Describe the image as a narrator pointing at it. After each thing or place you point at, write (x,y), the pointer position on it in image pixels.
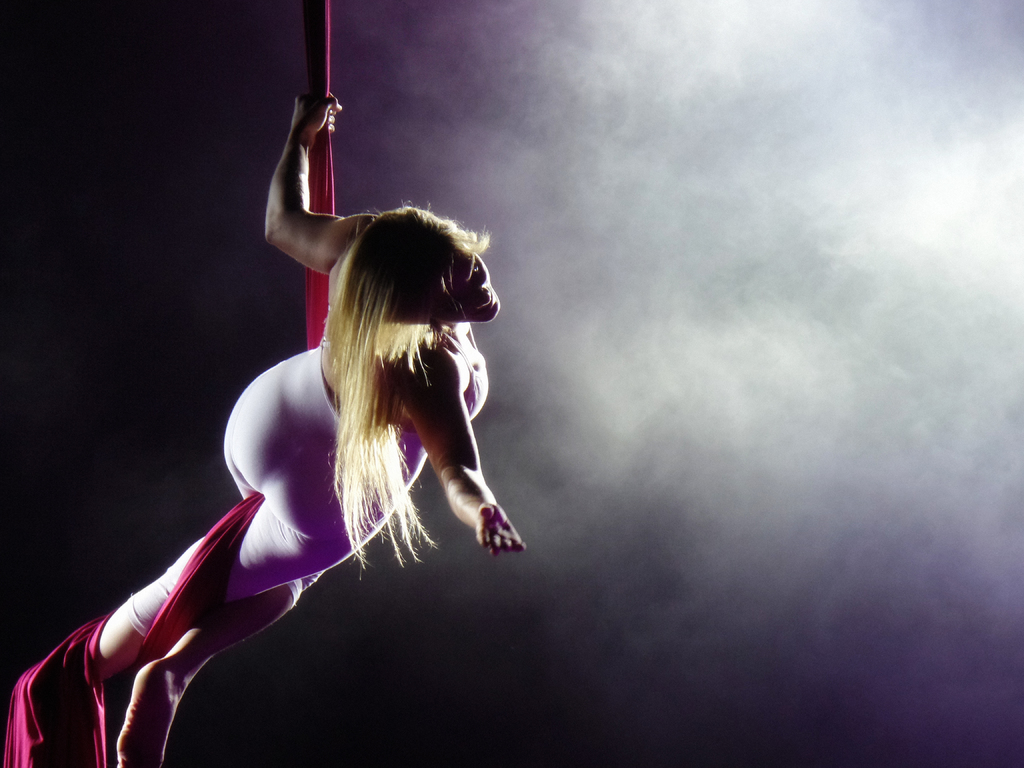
In this picture we can see a woman (338,435) holding a cloth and in the background (501,401) we can see it is blurry.
